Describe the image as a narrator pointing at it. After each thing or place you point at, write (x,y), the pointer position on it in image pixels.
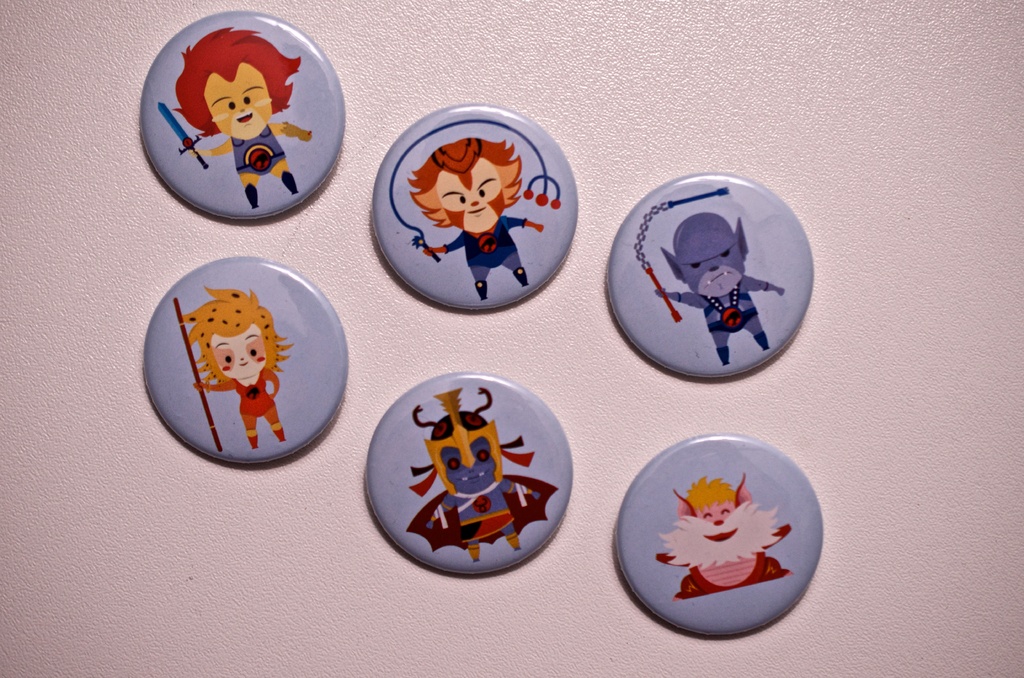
In this image, we can see there are six gray color buttons (398,419) having different paintings (191,141), pasted on a surface (187,13). And the background (870,503) is pink in color.
